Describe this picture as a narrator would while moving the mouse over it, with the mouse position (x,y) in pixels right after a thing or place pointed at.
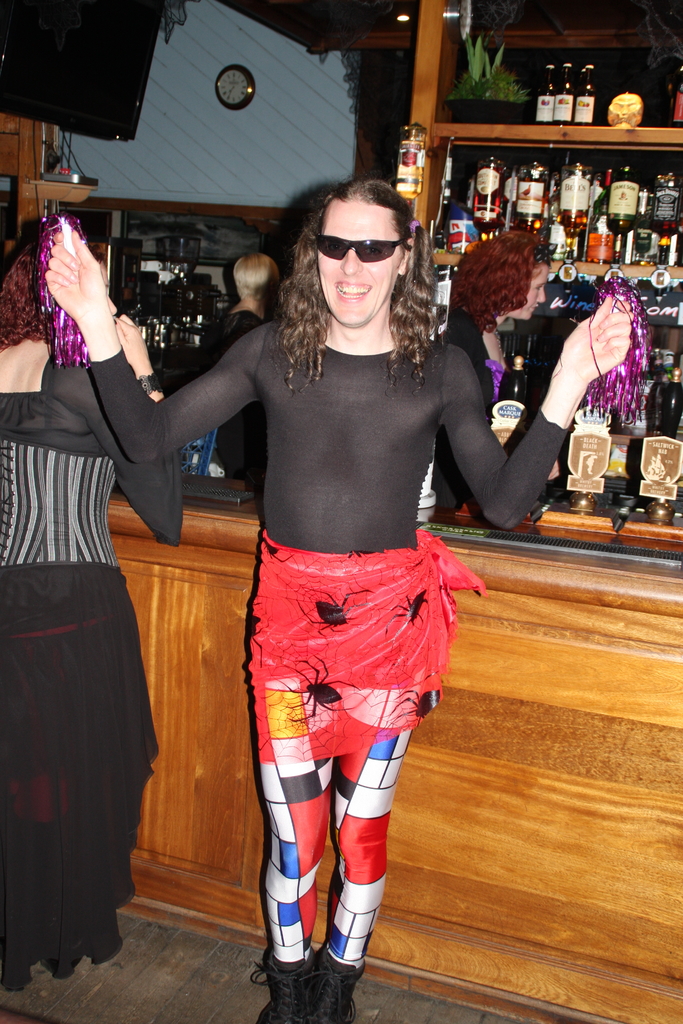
In the center of the image (346,407) there is a person (268,499) standing on the floor (253,1002). On the left side of the image (65,119) we can see television (76,119) and woman (93,854) standing at the table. In the background (677,216) we can see beverage bottles (639,192) arranged in racks (497,230) and clock (222,90).
